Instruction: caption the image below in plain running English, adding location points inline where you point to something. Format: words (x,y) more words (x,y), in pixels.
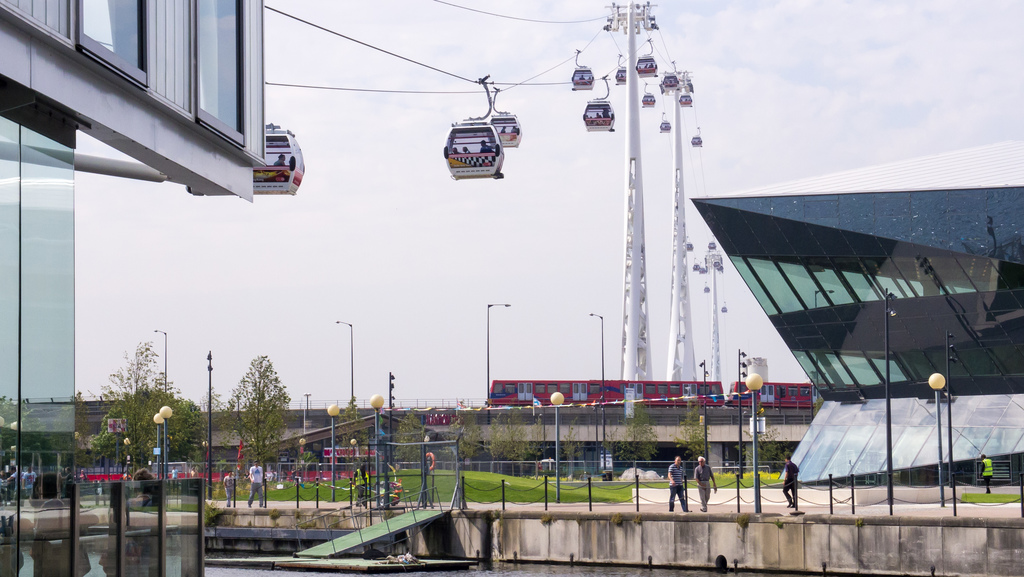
In this image we can see cable cars (451,126) with pillars (636,153) at the top (672,86). On the sides there are buildings (818,361). Also there are light poles (156,416) and trees (172,423). And there are people (706,484). At the bottom (604,569) there is water (471,572). And there are railings (493,461). In the background (439,275) there is sky (377,279). Also we can see a train (557,385) on a bridge (463,412).
